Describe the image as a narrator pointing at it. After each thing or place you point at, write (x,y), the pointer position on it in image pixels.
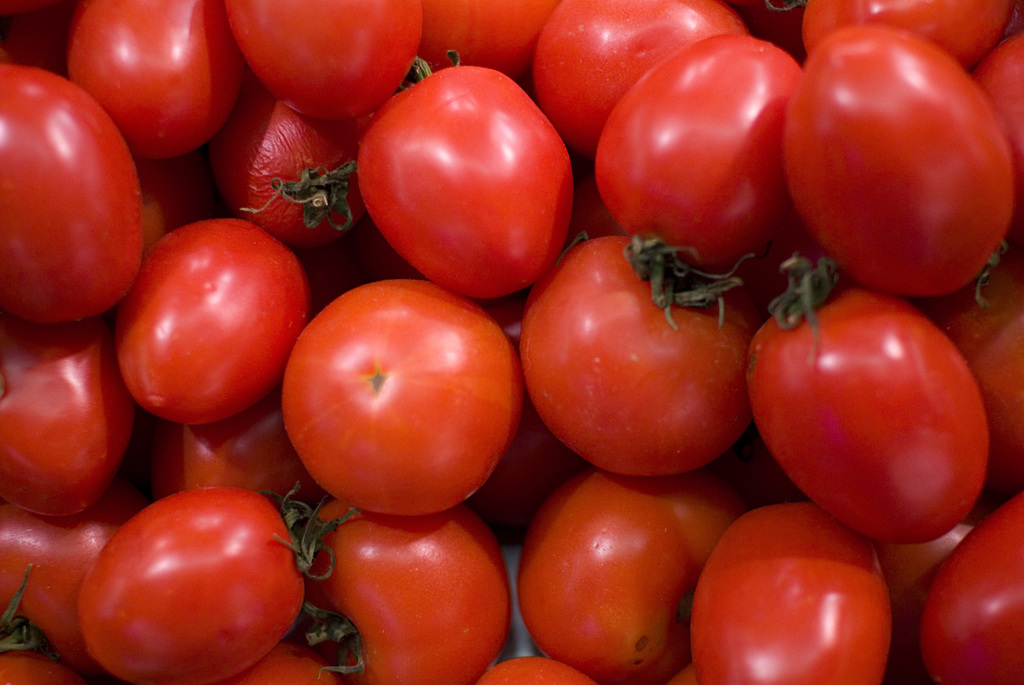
In this picture there are few tomatoes (451,342) which are in red color.
